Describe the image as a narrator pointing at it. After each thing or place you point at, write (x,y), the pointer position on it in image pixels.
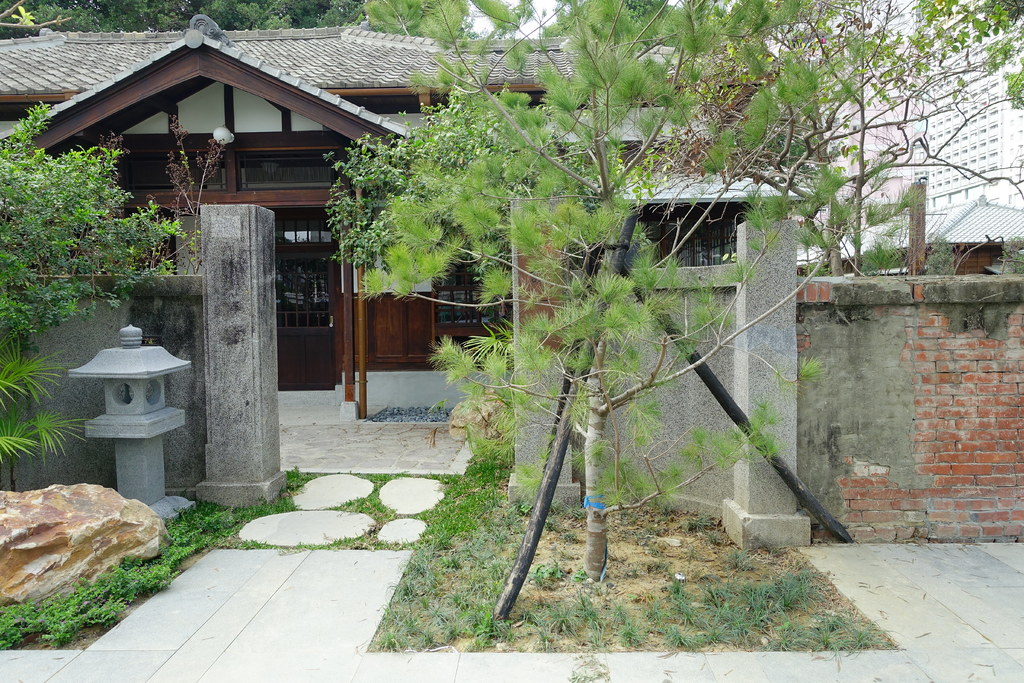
In this we can see a house (323,177). There are many trees (237,19) and plants (1020,266) in the image. There is a walkway (391,532) in the image. There is a building (936,144) at the right side of the image (978,137). We can see some reflection (319,303) on the glass (303,294) of the house (315,287). There is a rock (87,527) at the left side of the image (114,522).
